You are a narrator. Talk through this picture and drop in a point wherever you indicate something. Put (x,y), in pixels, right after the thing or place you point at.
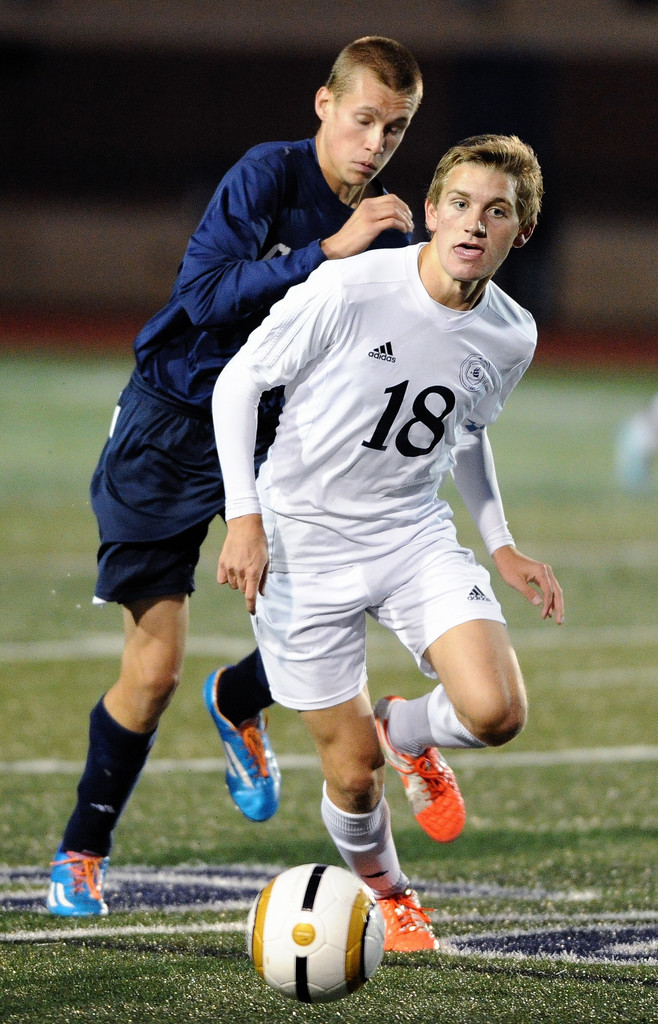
In this image we can see two men (328,442) playing football and a blurry background (628,187).
